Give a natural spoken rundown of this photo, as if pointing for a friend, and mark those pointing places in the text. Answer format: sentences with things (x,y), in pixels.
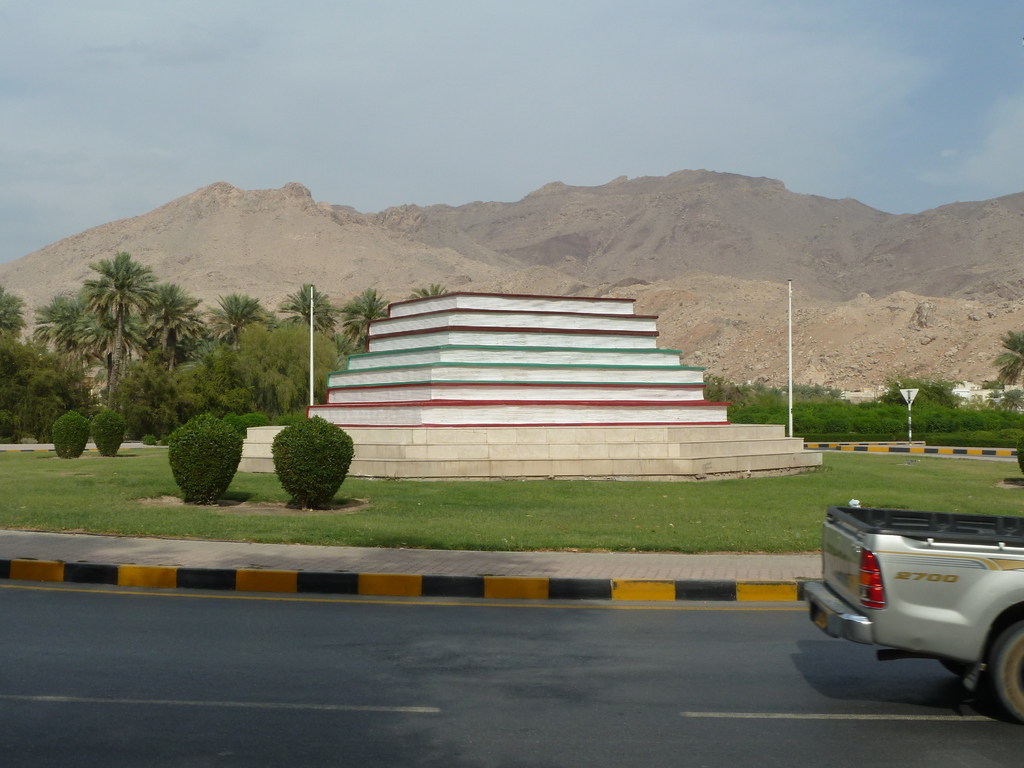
In this image, we can see some trees (224,337), plants (839,424) and hills (572,237). There is an architecture (489,324) in between poles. There is a vehicle (904,570) on the road (726,669). There is a sky (514,68) at the top of the image (523,91).
